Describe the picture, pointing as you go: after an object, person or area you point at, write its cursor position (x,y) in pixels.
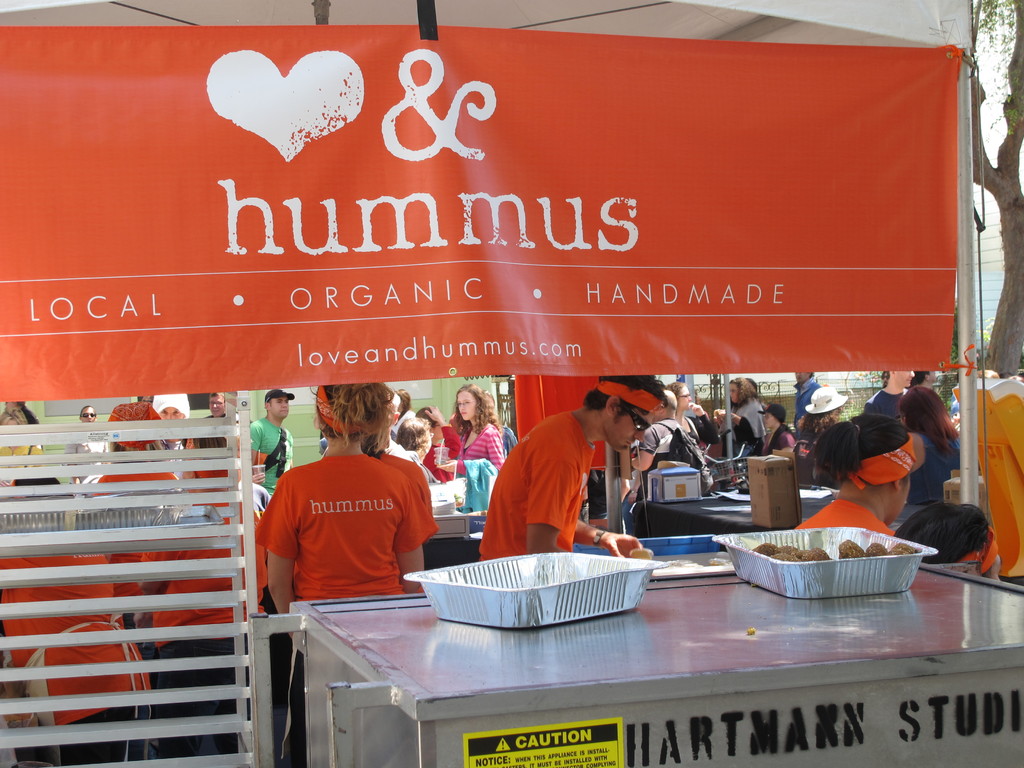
In this image, we can see some people (826,437) wearing clothes (319,482). There is a table (464,652) at the bottom of the image (561,692) contains bowls (749,554). There is a banner (450,303) at the top of the image (501,98) contains some text (467,243).
